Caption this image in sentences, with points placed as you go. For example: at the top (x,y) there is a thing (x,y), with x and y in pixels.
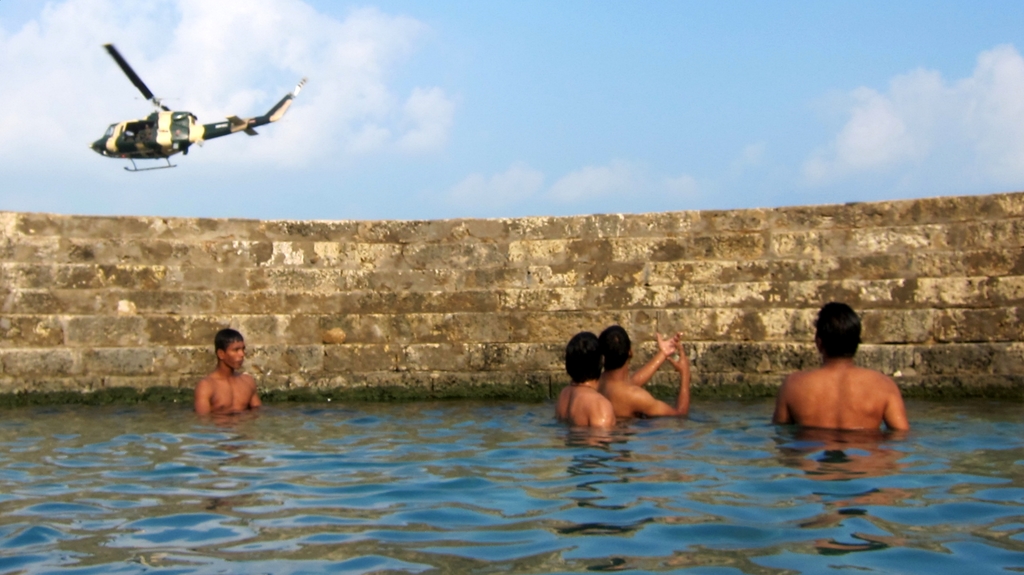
In this image I can see four people (599,396) in water (607,503). I can see a wall (509,285). I can see a helicopter (194,130) flying in the air (593,82). The sky (557,122) is in white and blue color.
